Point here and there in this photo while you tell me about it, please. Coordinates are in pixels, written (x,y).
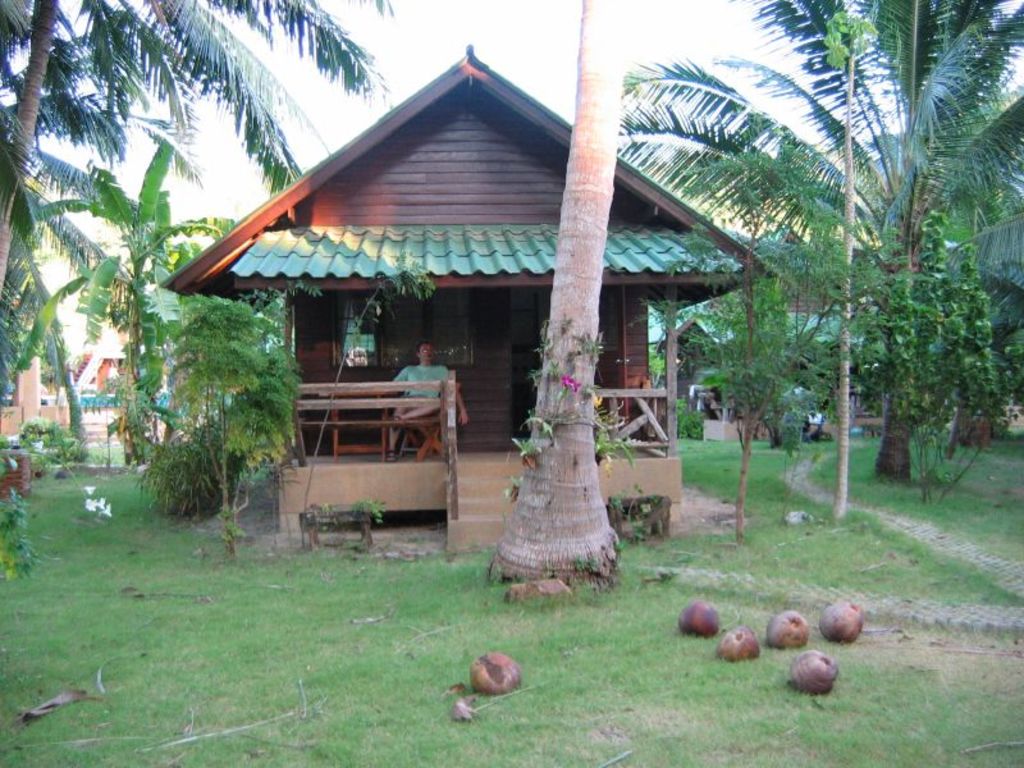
In this picture we can see a house (405,320) here, there is a person (440,377) sitting on a chair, we can see some trees (750,386), at the bottom (256,737) there is grass (256,731), there is sky (524,60) at the top of the picture (497,43), we can see coconuts (809,672) here.
